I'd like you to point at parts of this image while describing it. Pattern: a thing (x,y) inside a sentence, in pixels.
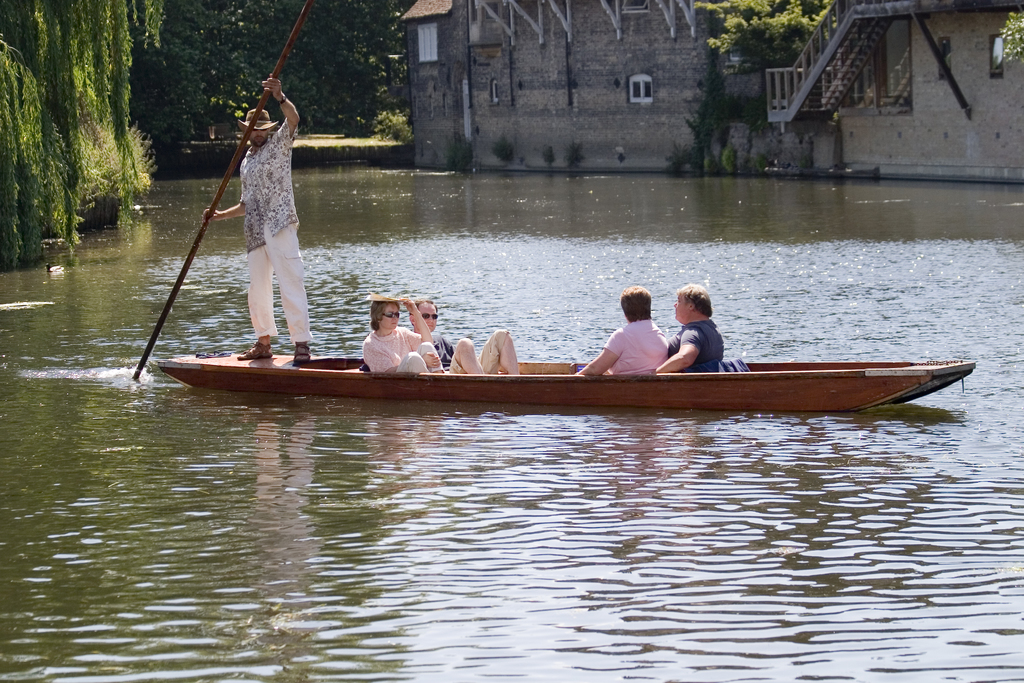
This picture shows few people (585,370) seated in the boat (896,383) and we see a man (259,356) standing and holding a stick (259,112) in his hand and we see a building (705,22) and trees (179,135) and we see a man (273,125) wore a cap (259,129) on his head (269,130).
